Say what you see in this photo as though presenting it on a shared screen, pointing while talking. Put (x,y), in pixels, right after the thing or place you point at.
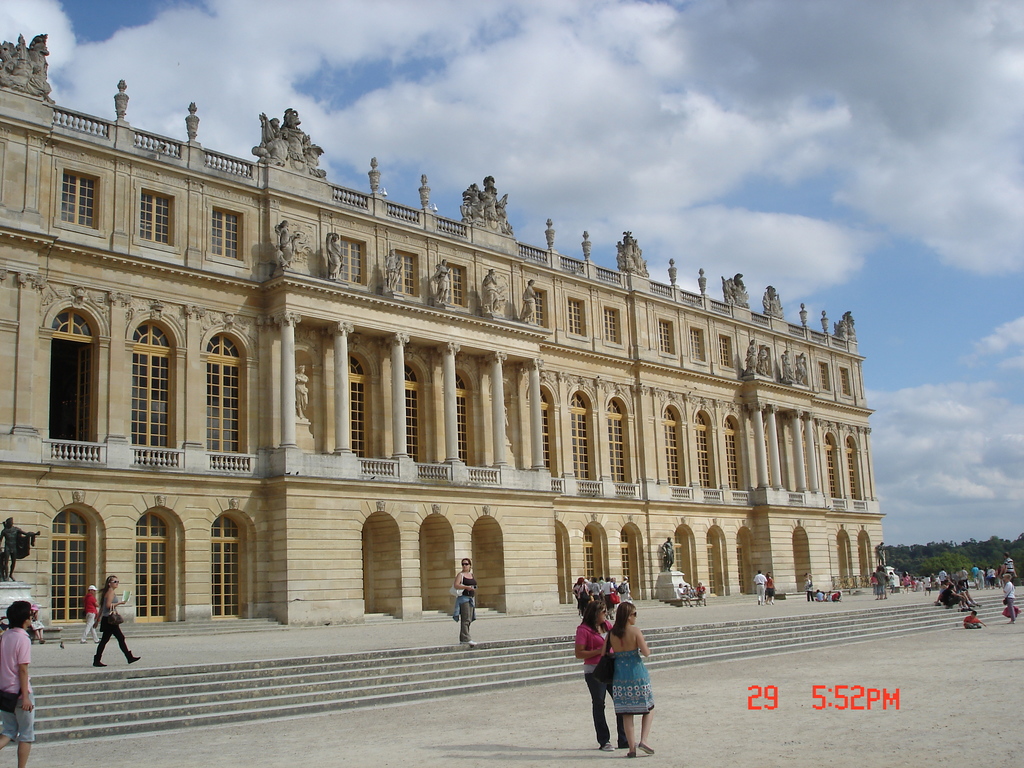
In the picture I can see a building (627,554), sculptures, people (646,732), trees (969,559) and some other things (884,630). In the background (684,249) I can see the sky (592,213). I can also see a watermark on the image.
